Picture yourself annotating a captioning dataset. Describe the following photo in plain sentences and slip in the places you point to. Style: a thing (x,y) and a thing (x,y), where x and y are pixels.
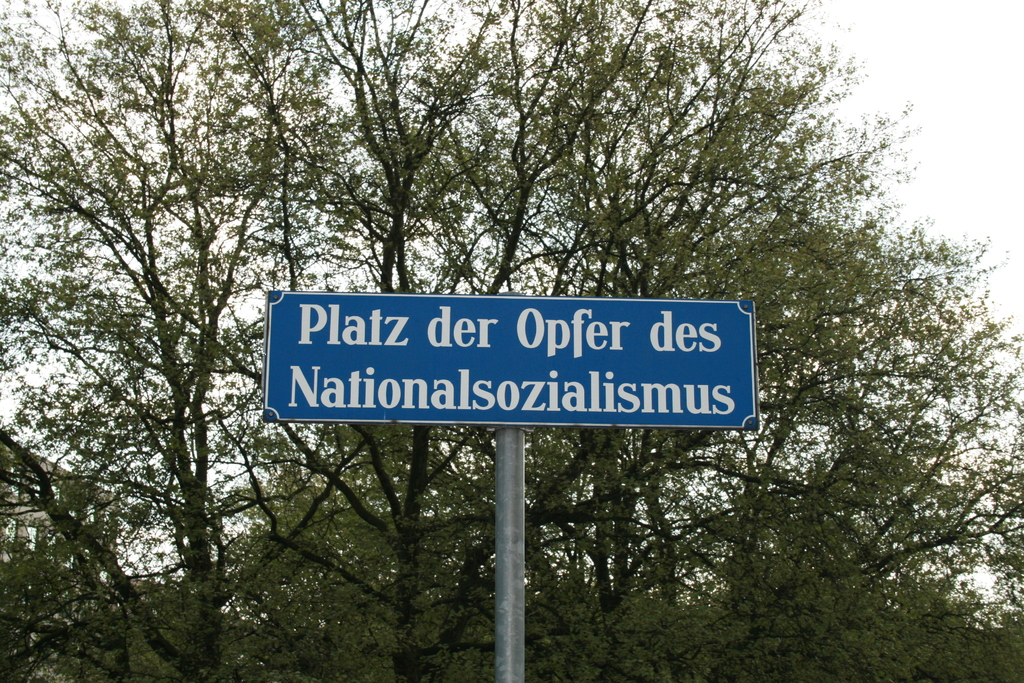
In this image, we can see some trees (398,608). There is a board (566,359) in the middle of the image (447,378).
